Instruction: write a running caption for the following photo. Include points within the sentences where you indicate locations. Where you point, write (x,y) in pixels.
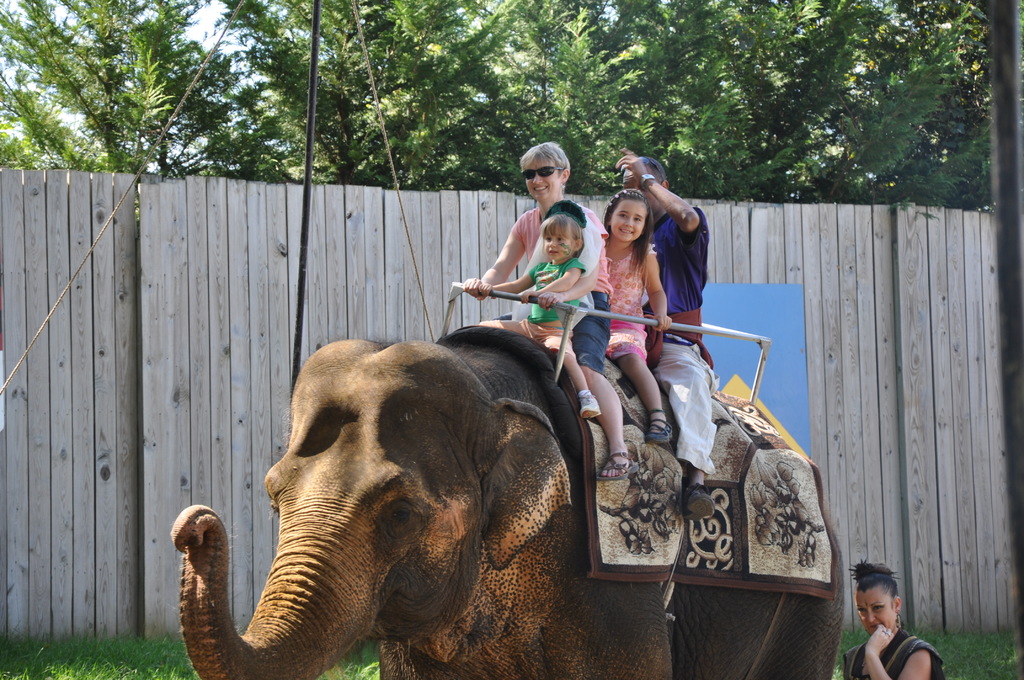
There is a woman (549,179), man (680,246) and 2 kids (634,277) riding on the elephant (652,593). On the right (890,649) a woman (863,650) is beside elephant (730,604). In the background (393,332) there is a fence (219,231), rope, pole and trees (473,141).
